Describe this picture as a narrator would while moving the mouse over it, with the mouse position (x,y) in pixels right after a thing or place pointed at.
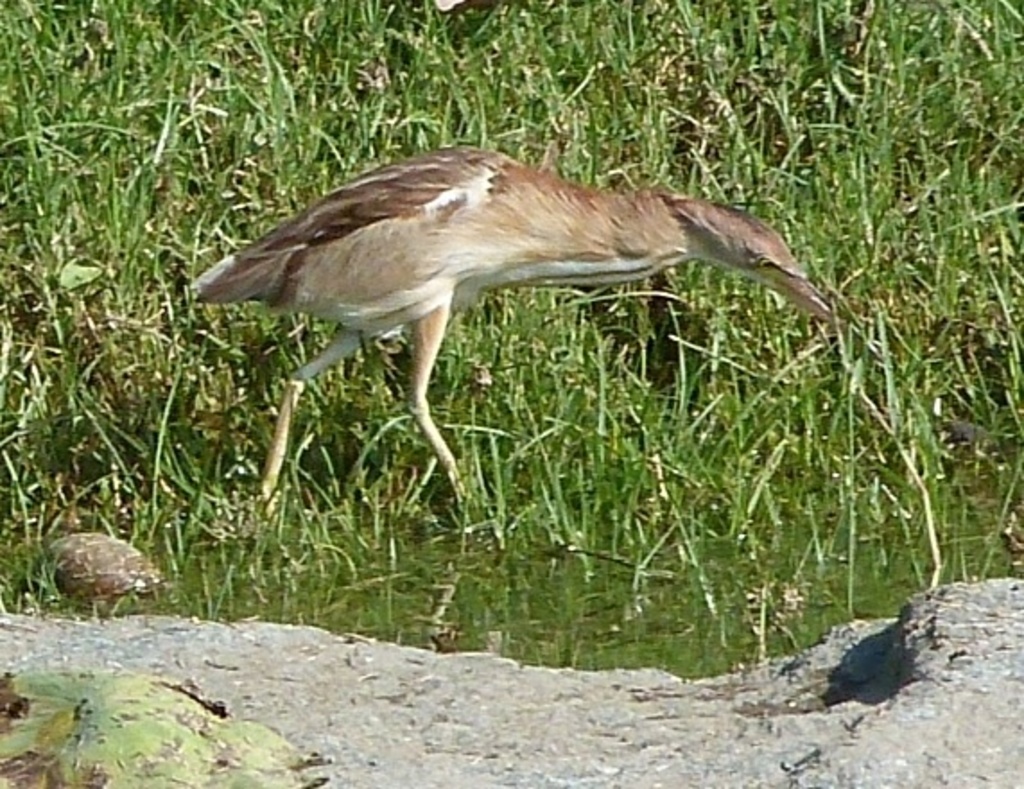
In the image I can see a bird (350,212) in the water (544,597) and behind there is some grass (299,474) and also I can see a rock (43,621).
